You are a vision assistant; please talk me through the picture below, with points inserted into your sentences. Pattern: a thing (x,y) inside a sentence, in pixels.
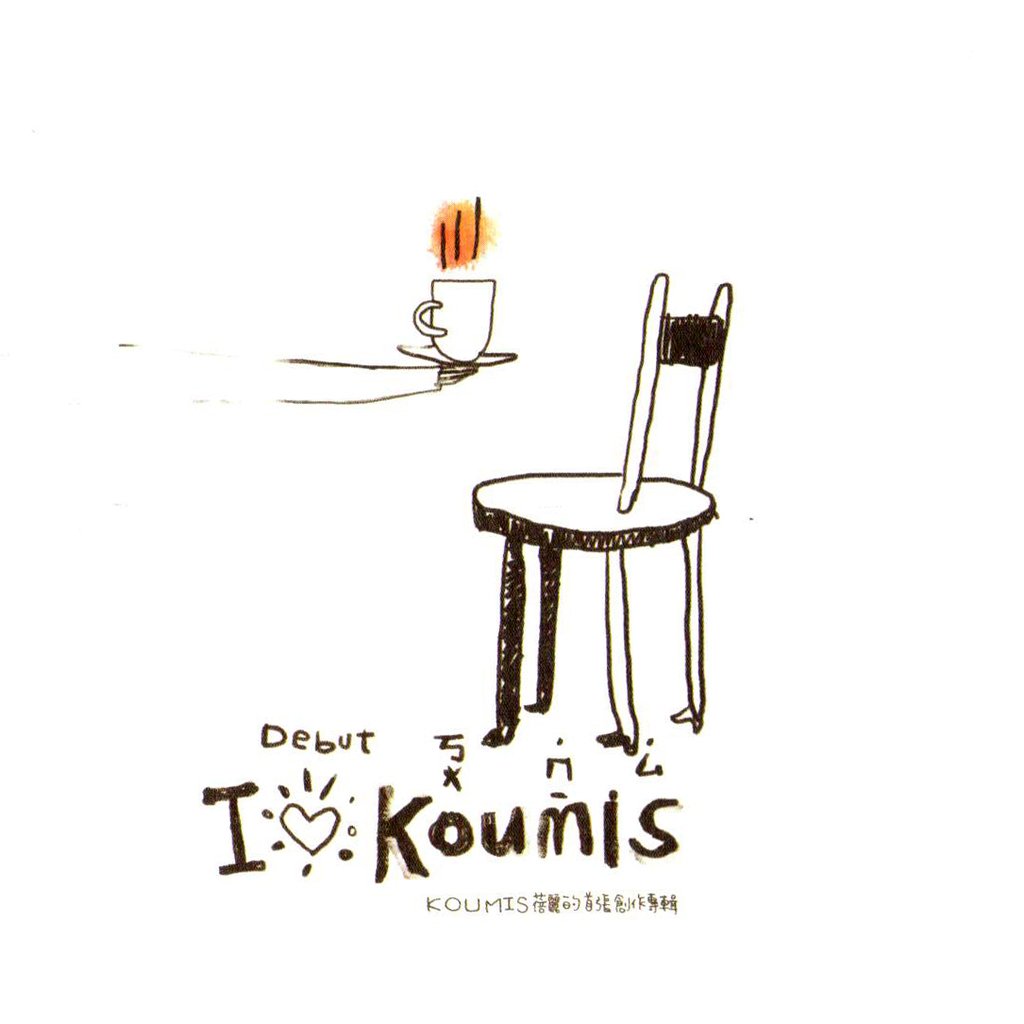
This picture is a cartoon sketch, where there is a chair (602,515) and a person's hand (445,379) holding a cup (463,325) in his hand (460,381) and text (412,815) written on it as "debut I love Koumis".
